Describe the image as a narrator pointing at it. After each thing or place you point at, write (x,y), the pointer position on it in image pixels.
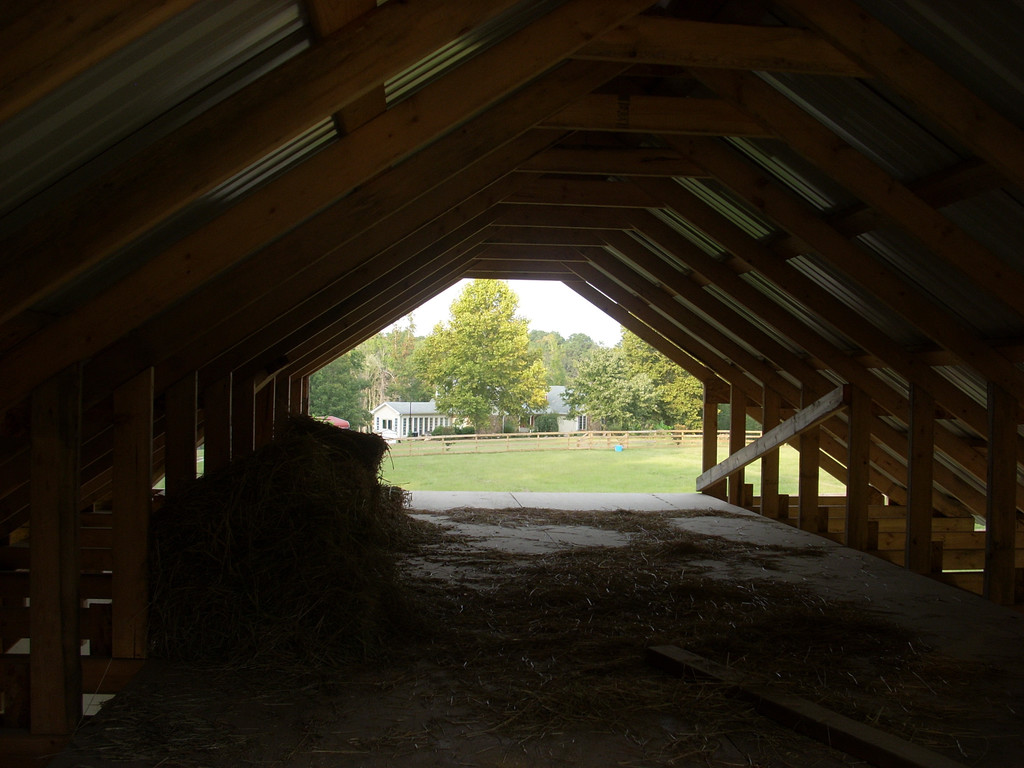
In this image I can see the shed (491,504) and some grass (611,594) on the floor (425,592). In the background (592,462) I can see the ground (572,484), the railing (589,434), few trees (476,389) which are green in color, few buildings (566,407) and the sky (520,306).
